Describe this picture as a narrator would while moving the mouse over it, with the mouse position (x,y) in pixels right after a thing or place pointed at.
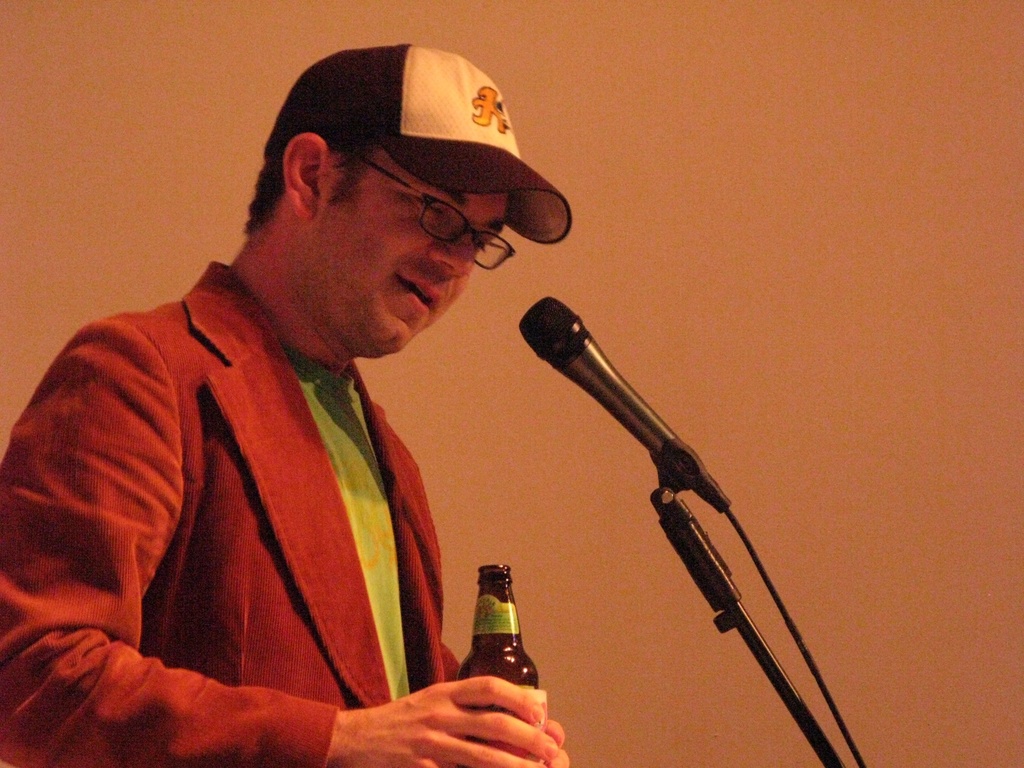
This picture is taken inside a room (31,247). On the left corner of the picture (135,522), we see a man (353,460) in yellow green t-shirt (353,460), is wearing a red blazer (237,632). He is carrying beer bottle (508,667) in his hands (505,715), he is even wearing cap (476,103) and spectacles (483,258). In front of him, we see microphone (662,423) and I think he is talking on it. Behind him, we see a wall (134,117) which is orange in color.
